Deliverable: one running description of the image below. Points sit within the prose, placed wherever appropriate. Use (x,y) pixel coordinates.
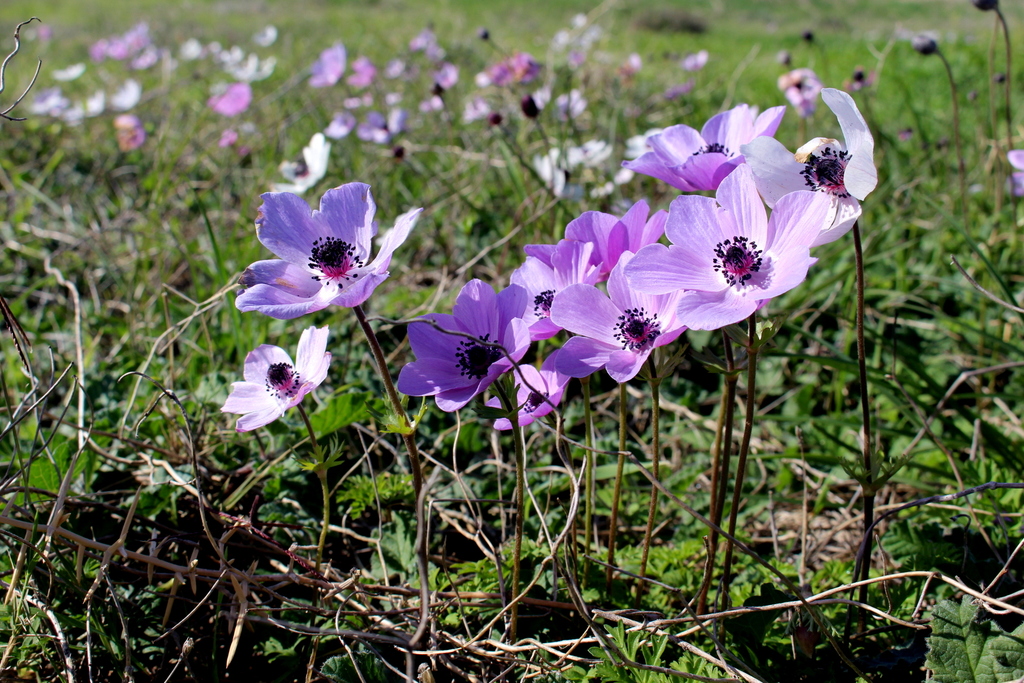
In this picture, we can see the ground (419,419) covered with plants (679,416), flowers (665,329).
